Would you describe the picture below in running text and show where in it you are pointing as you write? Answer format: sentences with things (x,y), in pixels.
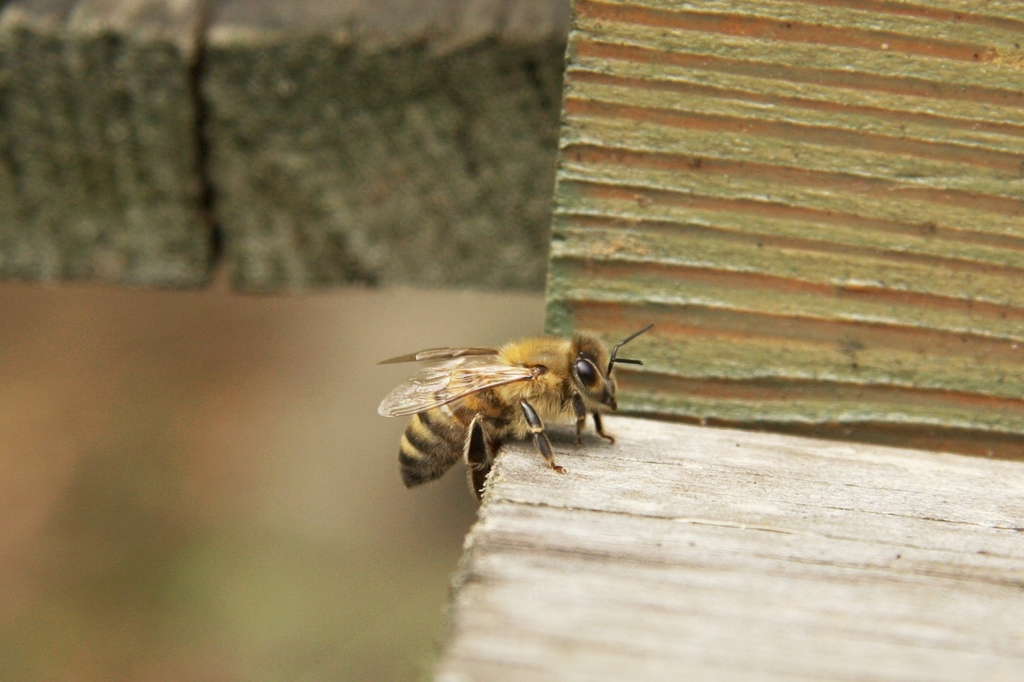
In the center of the image (453,442) we can see a honey bee (565,380) on the wood surface (590,424). In the background (370,590), the image is blurred.
